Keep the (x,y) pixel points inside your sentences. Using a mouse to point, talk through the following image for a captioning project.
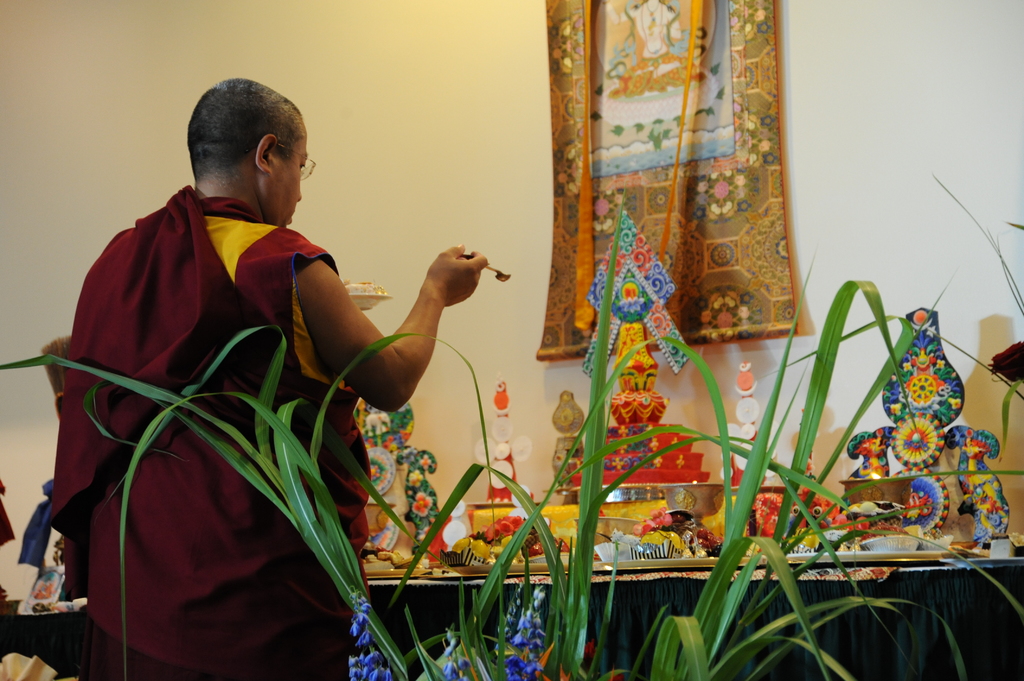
On the left side (262,120), there is a person (262,128) in red color dress (197,370), holding an object (355,286) with one hand (482,253) and standing. Beside him, there is a plant (800,463) having green color leaves (726,447). In the background (707,555), there are statues (936,400) and other objects (406,437) on the table (876,549). Above this table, there is a painted cloth banner (759,45) attached to the white wall (543,94).
